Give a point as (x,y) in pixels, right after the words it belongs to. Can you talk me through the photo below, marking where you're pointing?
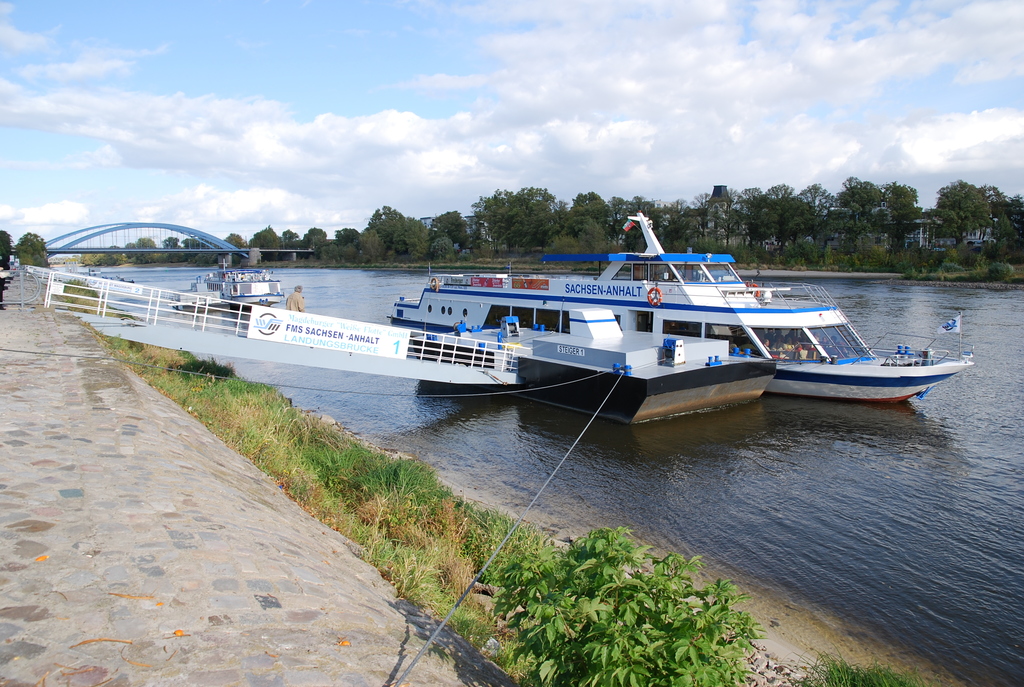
In this image there is a bridge (130,227), arches (69,241), railings (215,318), boats (716,327), board (347,333), grass (376,490), plants (597,543), trees (851,191), cloudy sky (695,152), people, flag (947,318) and objects (675,344).
